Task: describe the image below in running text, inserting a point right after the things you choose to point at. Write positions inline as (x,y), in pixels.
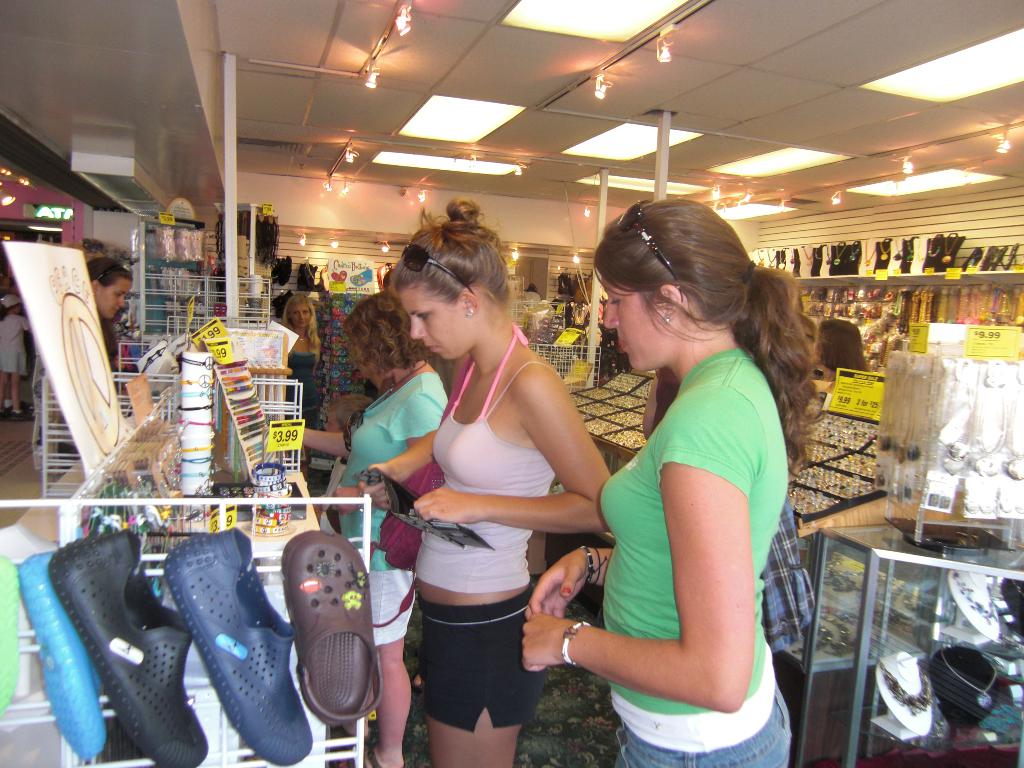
In the image we can see there are people (436,512) standing and wearing clothes (505,543). Here we can see the store (966,309), floor (605,720) and lights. Here we can see led text (61,209) and in the store (258,472) we can see there are many different things (202,520).
